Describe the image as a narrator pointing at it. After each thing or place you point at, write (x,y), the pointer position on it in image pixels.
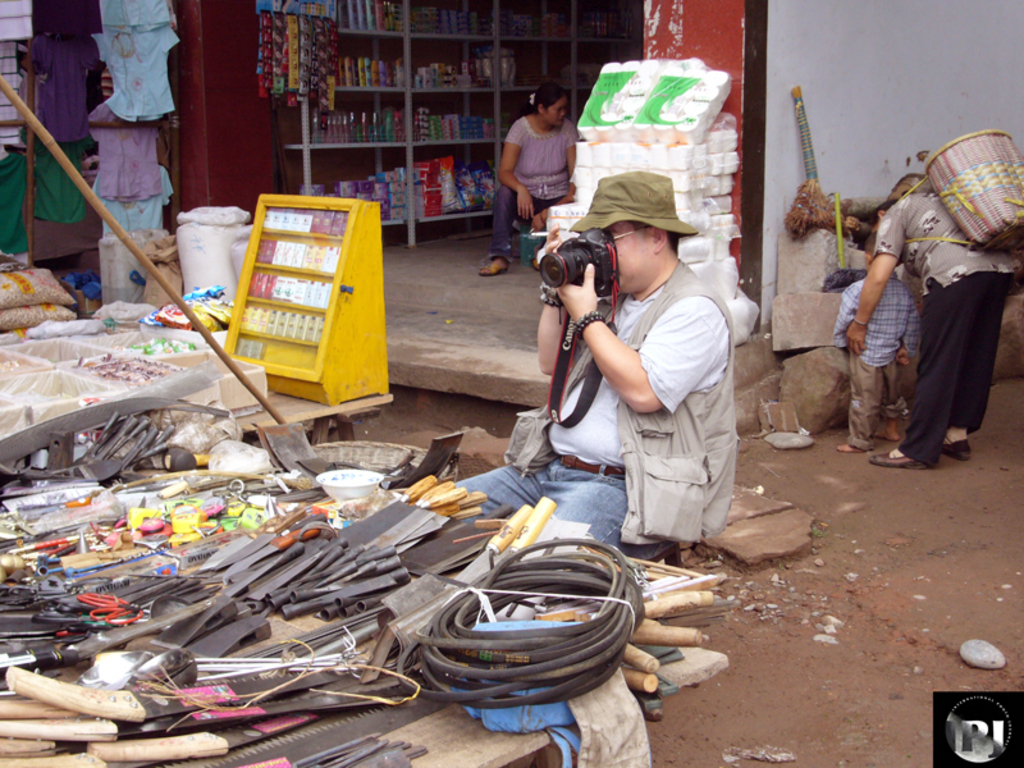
In this picture we can see a man (604,312) is holding a camera (580,271). In front of the man (624,374), there are some objects (235,465) and a stick (120,229). Behind the man (613,377), there is a kid (873,389) and two persons (544,163). Behind the women (526,146), there are some objects (523,19) in the racks (408,74). At the bottom right corner of the image (958,725), there is a watermark (942,767).
